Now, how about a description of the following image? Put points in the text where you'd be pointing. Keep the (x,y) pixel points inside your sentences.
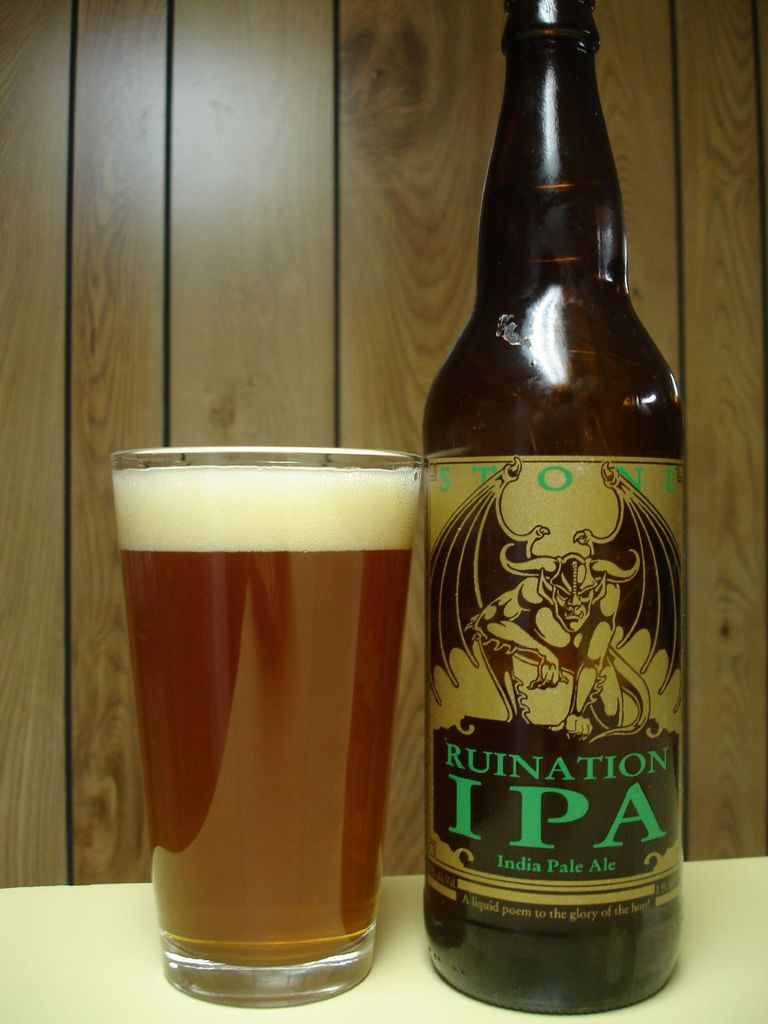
In this image we can see a glass (287,898) with liquid (287,898) and a bottle (463,991) on the table (326,1017) and in the background (405,154) it looks like the wooden wall (9,617).
